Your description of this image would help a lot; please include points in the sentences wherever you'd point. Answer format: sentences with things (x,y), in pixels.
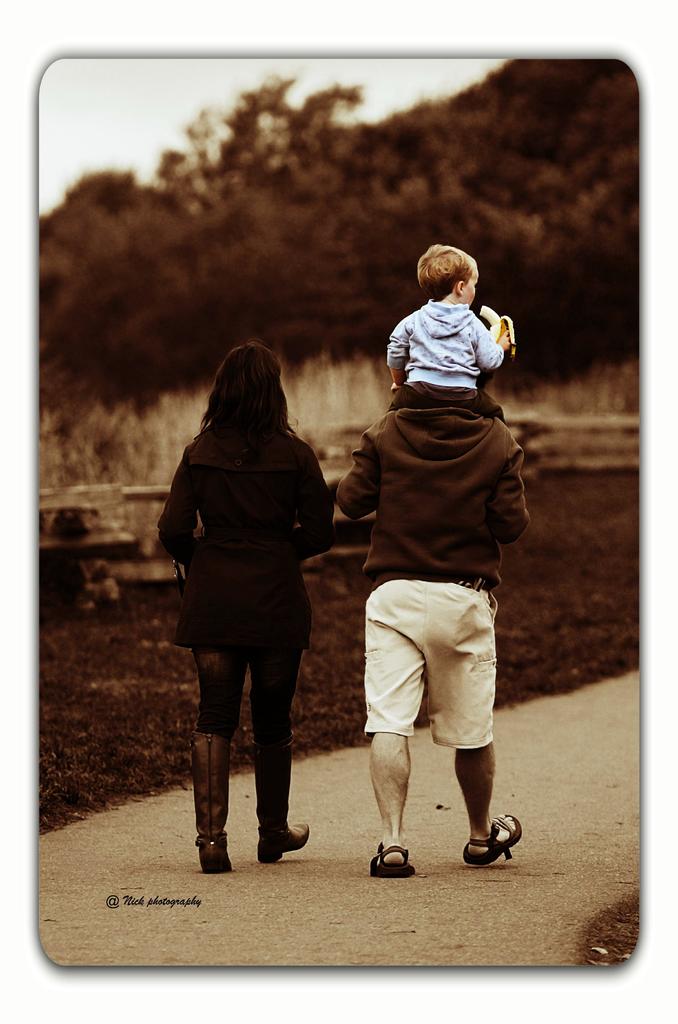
This is an edited image. In this image, I can see a woman (263,556) and a man (408,605) walking on the road (442,910) towards the back side (384,479). The man (377,581) is carrying a baby (437,337) on his shoulders (381,441). The baby (445,333) is holding a banana (502,324) in the hand (502,339). In the background (121,415) there are some plants (149,443) and trees (189,241). At the top of the image (124,111) I can see the sky (89,94).
